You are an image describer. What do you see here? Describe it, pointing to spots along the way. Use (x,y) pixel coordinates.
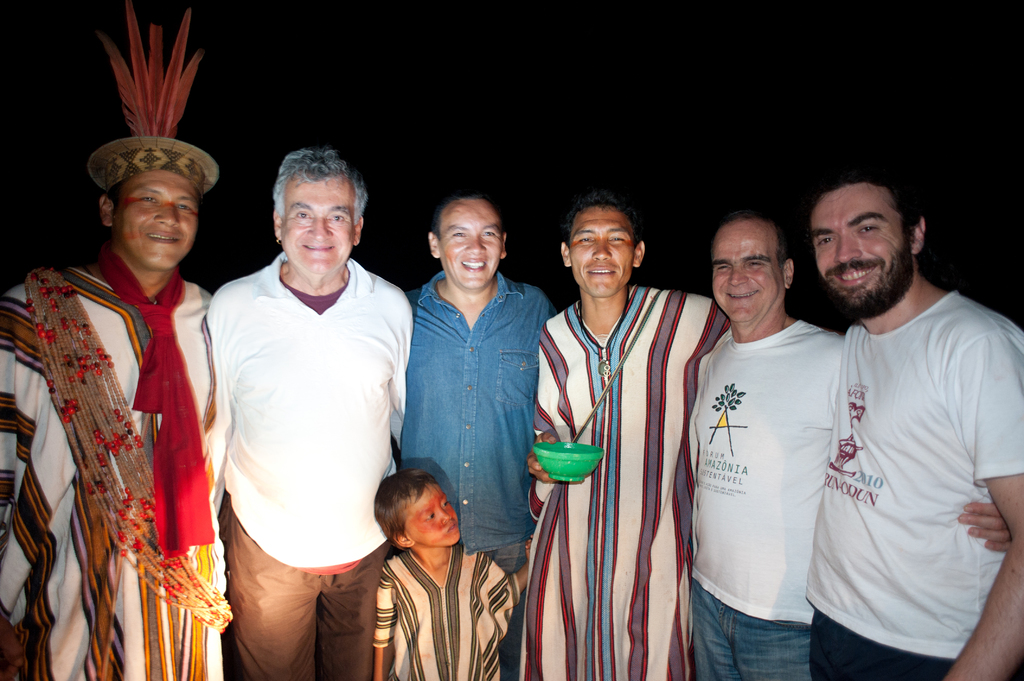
As we can see in the image in the front (492,410) there are group of people (646,395) standing. The person (648,386) over here is holding a green color bowl (572,476) and the background (539,25) is dark.
